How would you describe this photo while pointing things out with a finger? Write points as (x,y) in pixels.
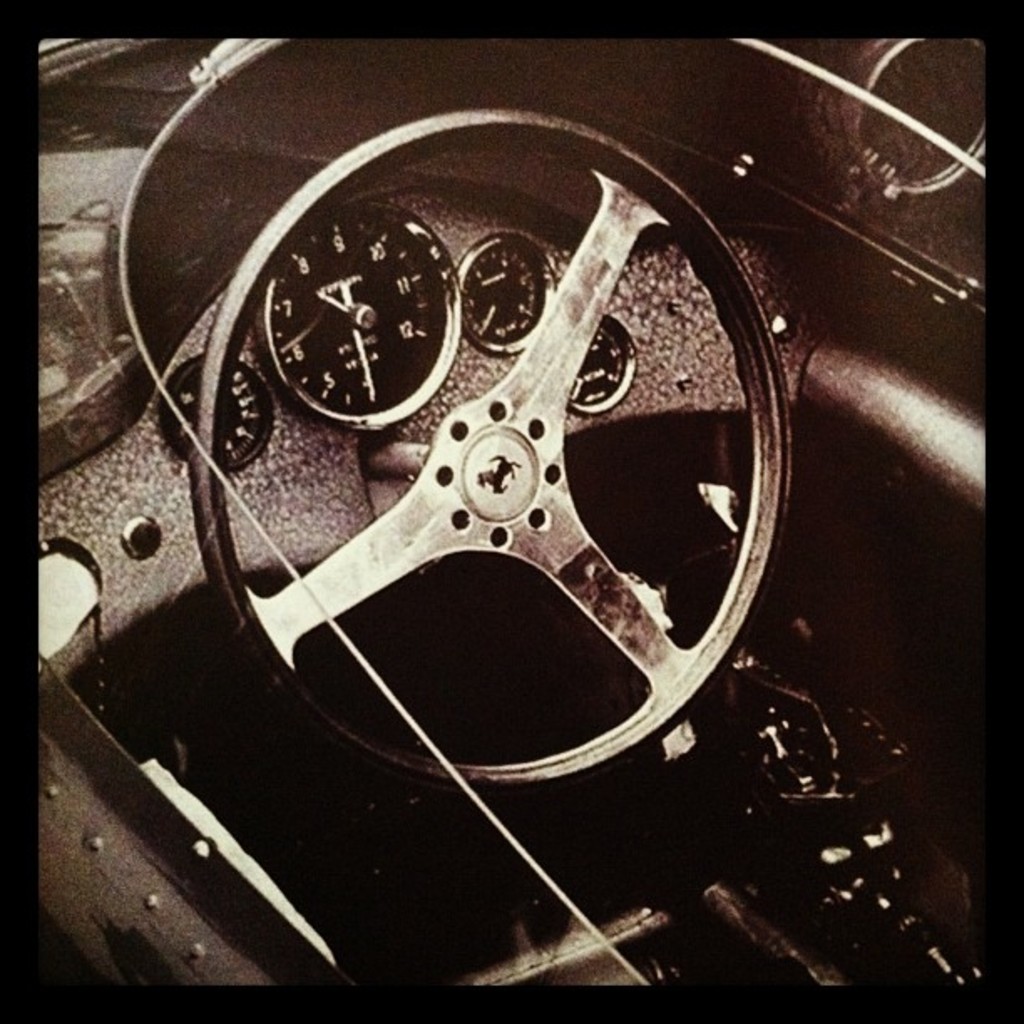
This is a black and white image and also edited. This image consists of inside view of a vehicle (235,771). Here I can see the steering (752,399) and also some other parts (860,226) of a vehicle (134,531).
